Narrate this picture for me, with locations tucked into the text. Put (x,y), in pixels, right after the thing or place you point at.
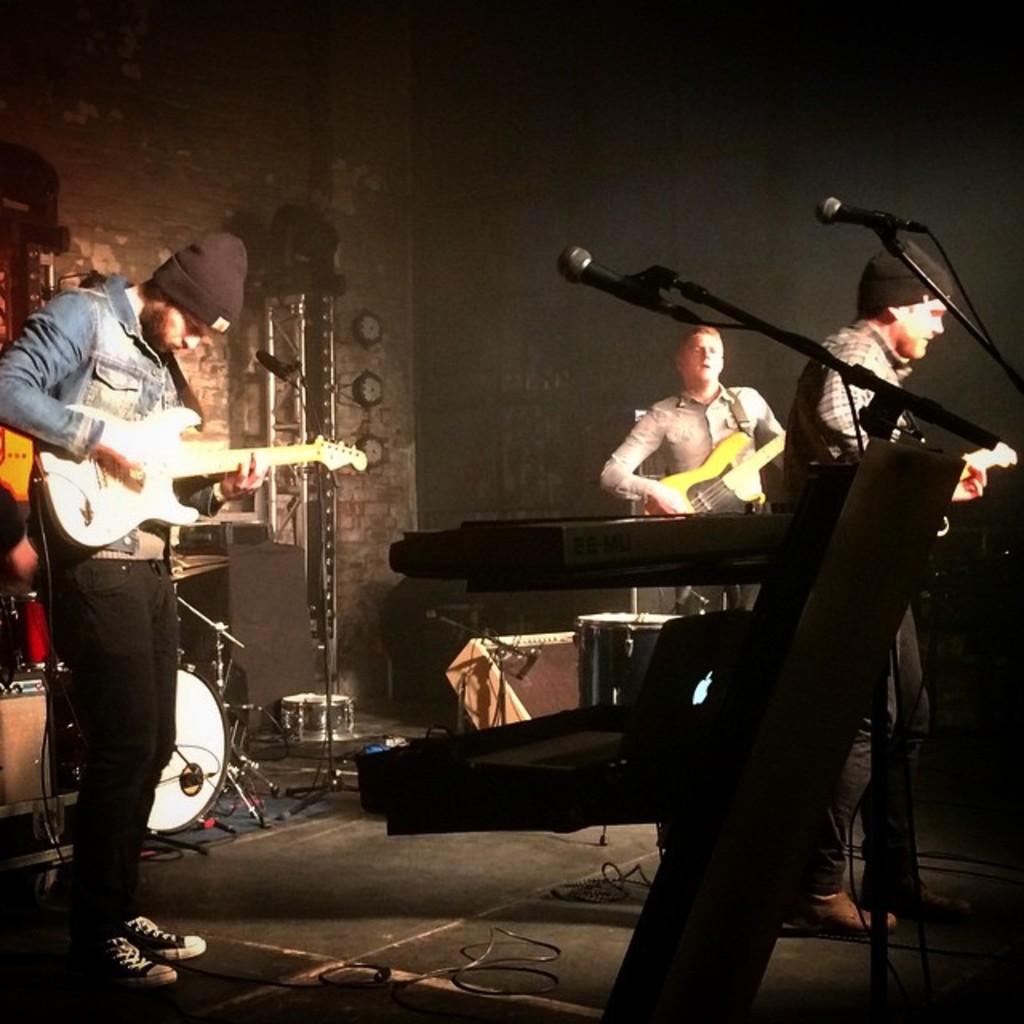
In the left (110,896), a person (231,479) is standing and playing a guitar (186,472). In the right (966,483) two persons (665,398) are standing and playing a guitar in front of the mike (909,403). Beside that the keyboard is kept. And on the stage (540,923) some musical instruments (309,718) are there. The background wall (433,523) is dark and brown in color. This image is taken inside a hall (509,940).
